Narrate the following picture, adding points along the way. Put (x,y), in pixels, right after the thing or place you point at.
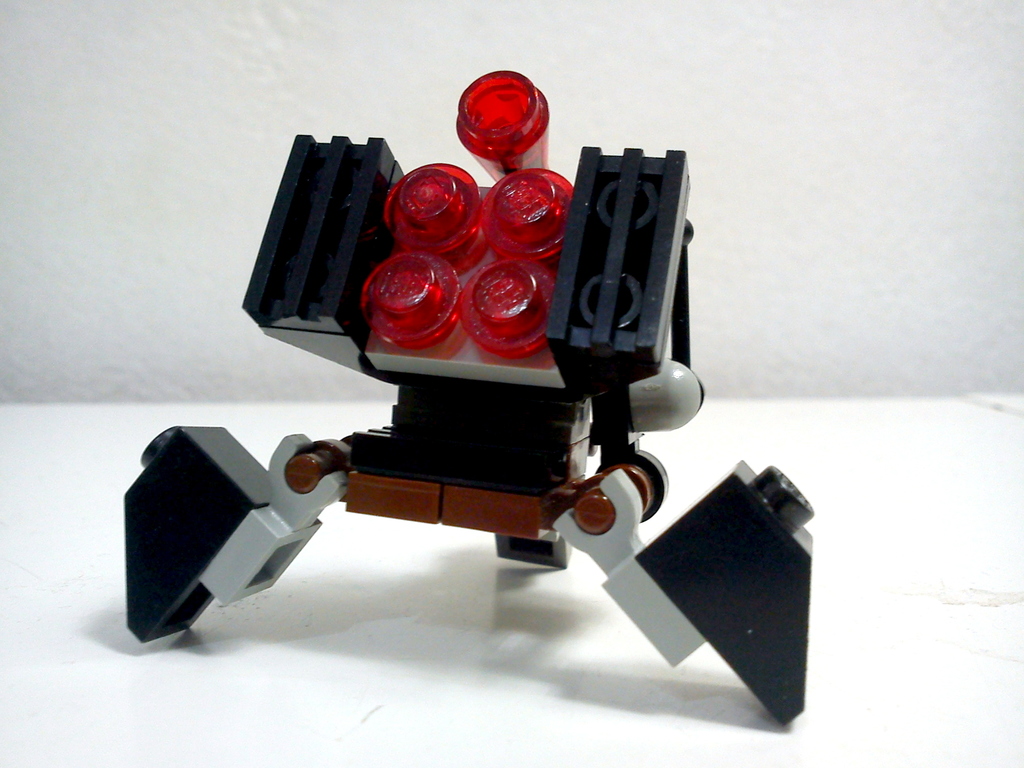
In this image I can see a toy (650,263) in the front (302,464). I can see colour of this toy (410,485) is black, white and red. I can also see white colour in the background (47,154).
